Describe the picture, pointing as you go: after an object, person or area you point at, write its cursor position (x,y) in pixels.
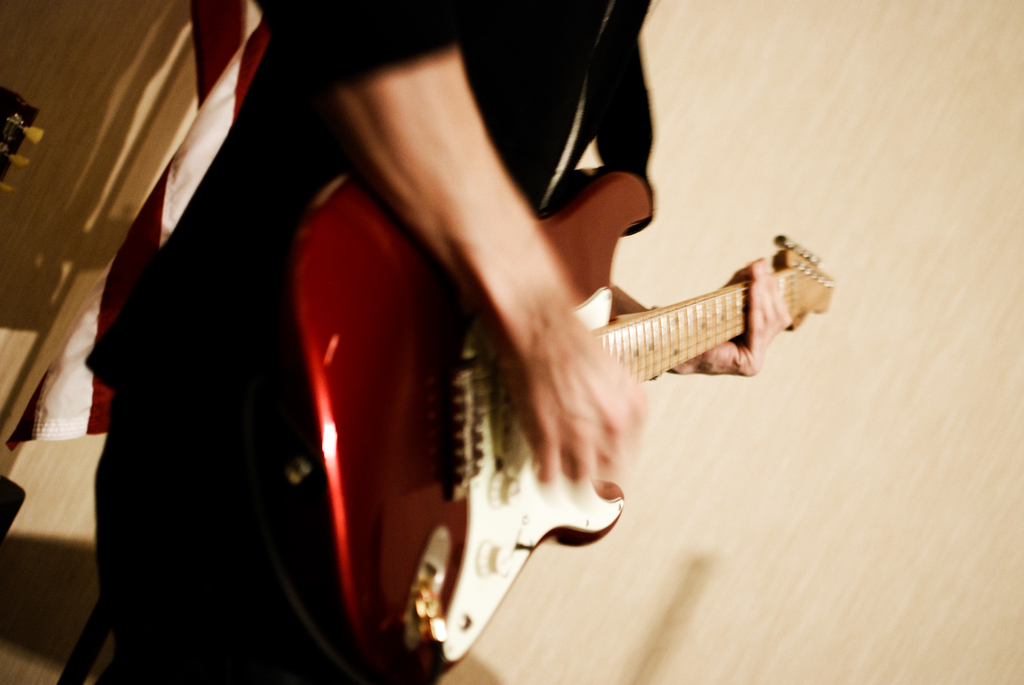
In the middle of the image (486,368) a person (229,259) is standing and playing guitar (317,282).
